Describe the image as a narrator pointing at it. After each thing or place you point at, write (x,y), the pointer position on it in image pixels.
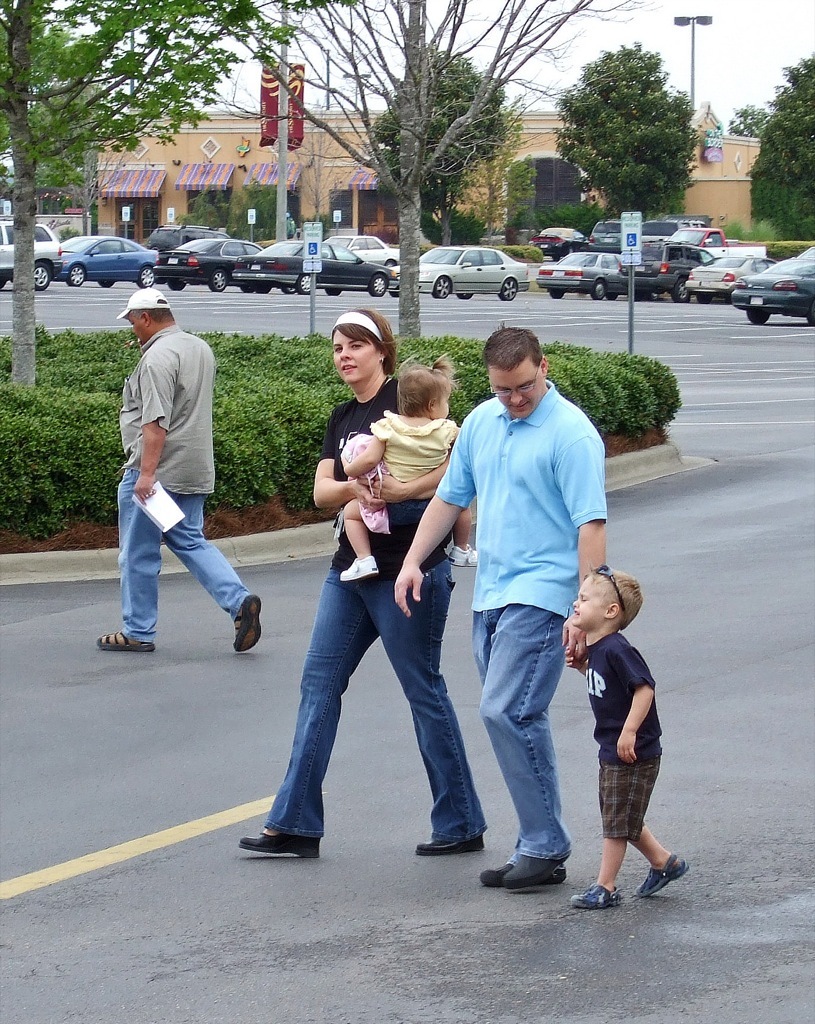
In this image I can see few people (443,469) are walking and one person (410,481) is holding baby (425,447). Back I can see few trees (676,189), poles (282,47), light pole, flag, sign boards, vehicles (658,277), buildings (187,158). The sky (673,43) is in white color.
